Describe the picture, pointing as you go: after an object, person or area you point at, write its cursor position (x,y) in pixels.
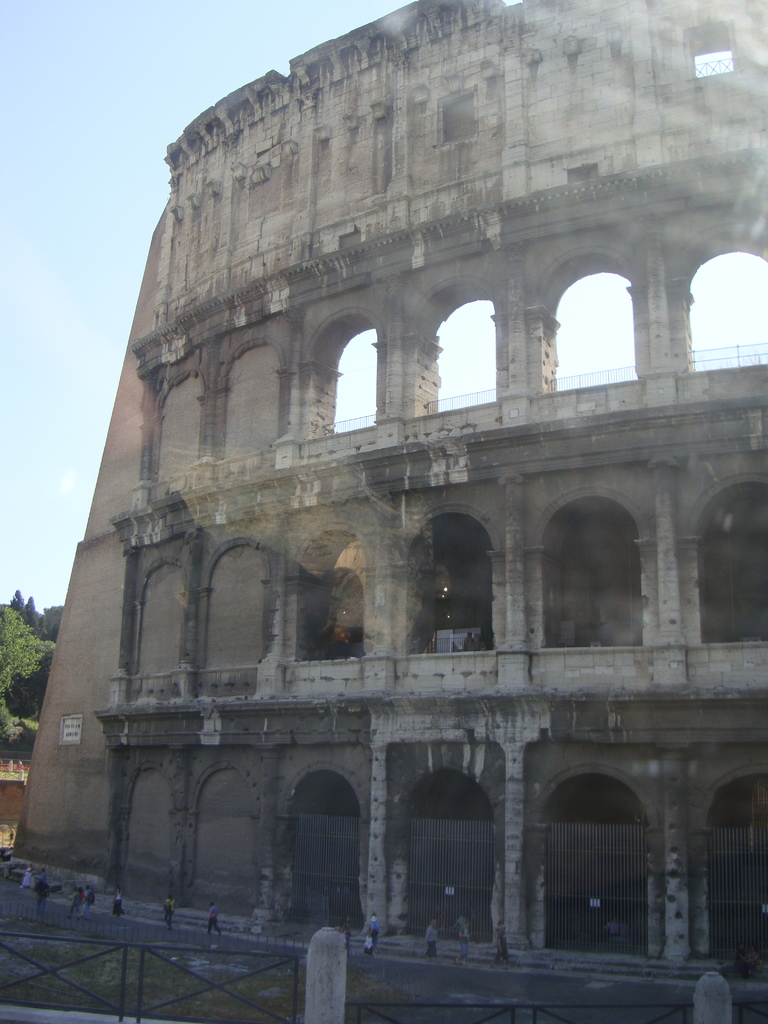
In this image we can see a building (422,423) with arches (492,295) and pillars (537,879). Also there are railings (325,913). And there are many people (463,948). In the background (64,302) there is sky (24,327).
